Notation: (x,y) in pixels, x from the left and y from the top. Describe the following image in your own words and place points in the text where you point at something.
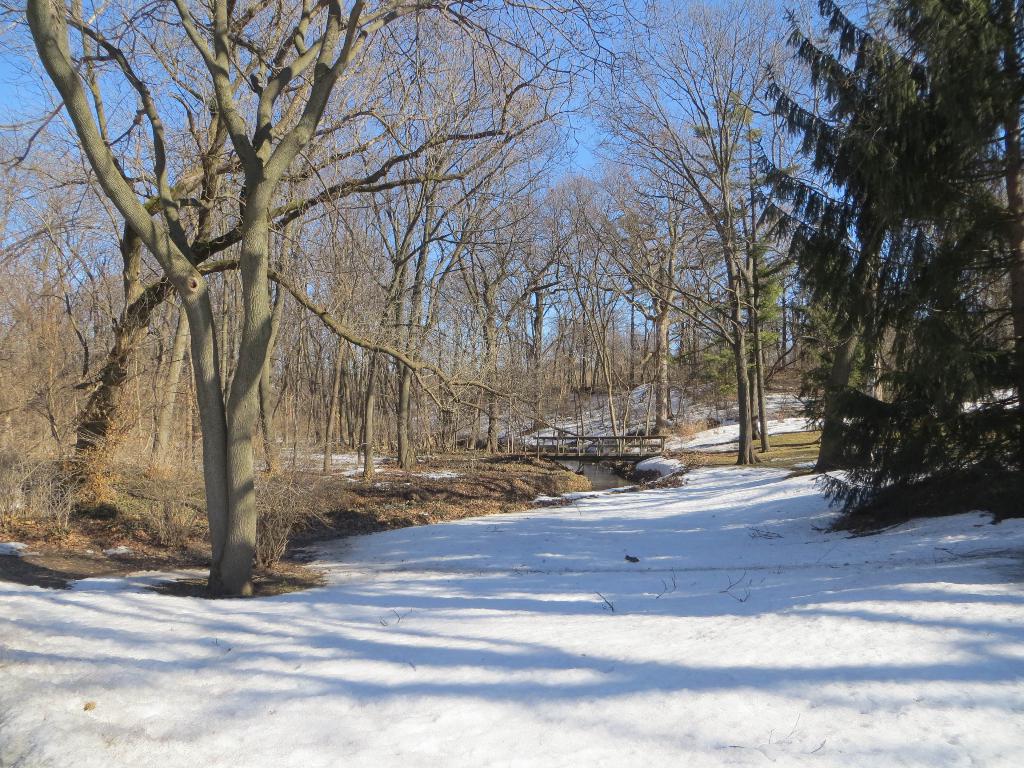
In this picture we can see snow (674,708) and in the background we can see trees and the sky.
